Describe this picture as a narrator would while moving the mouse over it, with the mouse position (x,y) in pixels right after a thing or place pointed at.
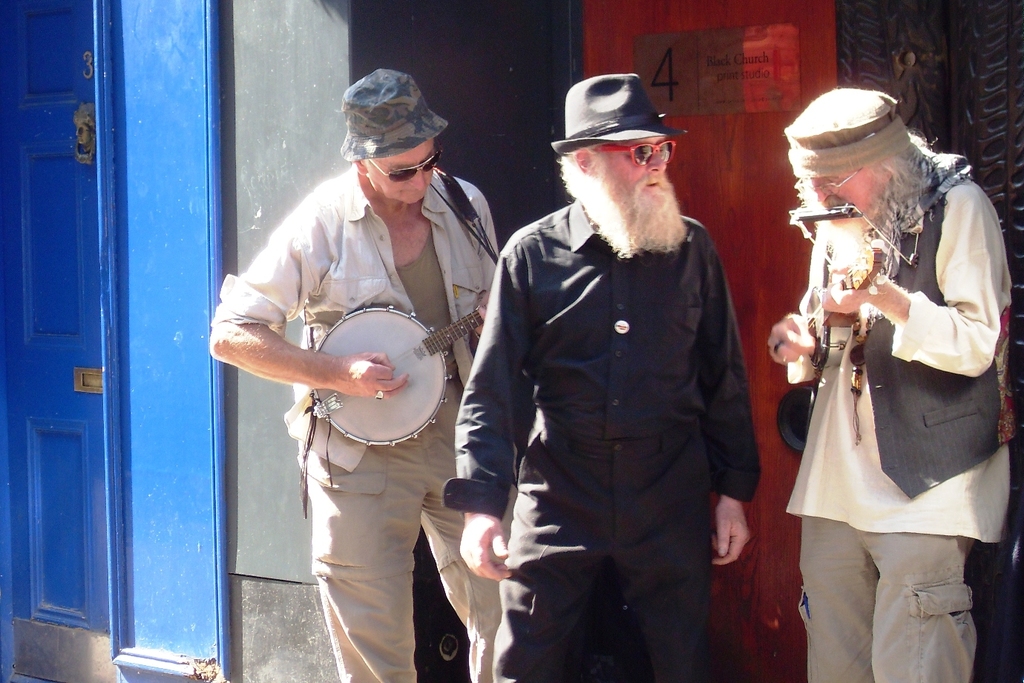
In this image in the foreground (696,472) there are three persons (528,277) standing and two of them are playing some musical instruments (327,393) and they are wearing hats (810,167). In the background (262,99) there is wall (236,125) and doors (60,320).
